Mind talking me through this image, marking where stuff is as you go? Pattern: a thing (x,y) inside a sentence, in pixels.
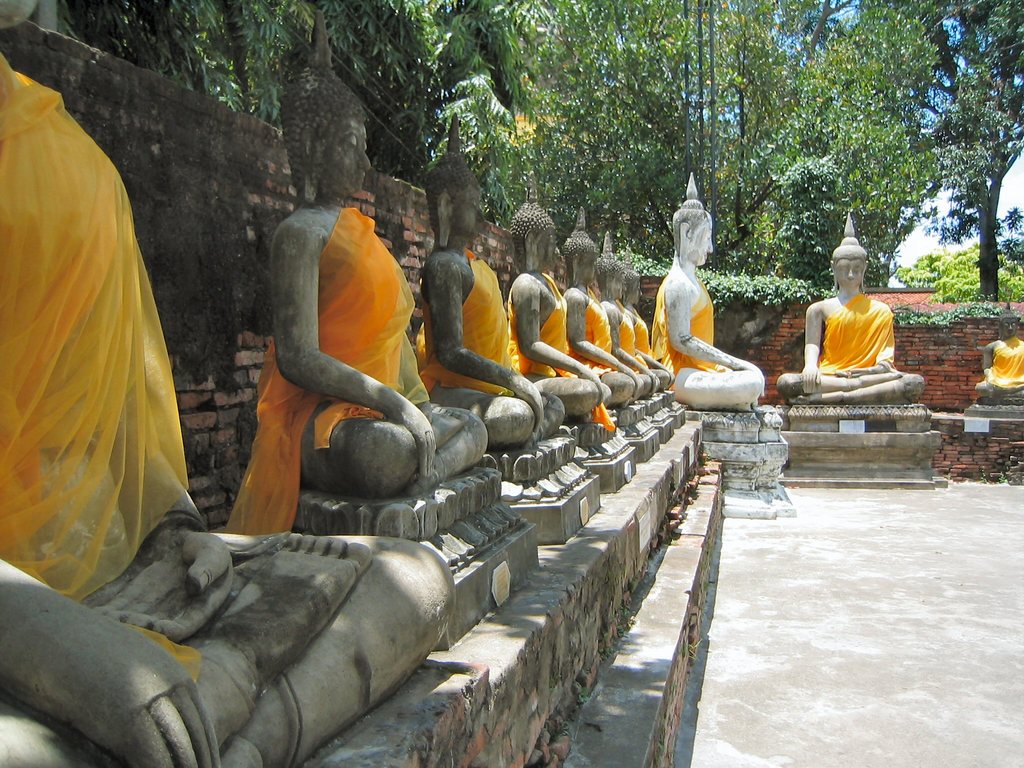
In this image I can see few buddhas statues (470,398) and the yellow color clothes (8,380) on statues (536,246). I can see the wall (266,242), trees (695,143) and the sky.
